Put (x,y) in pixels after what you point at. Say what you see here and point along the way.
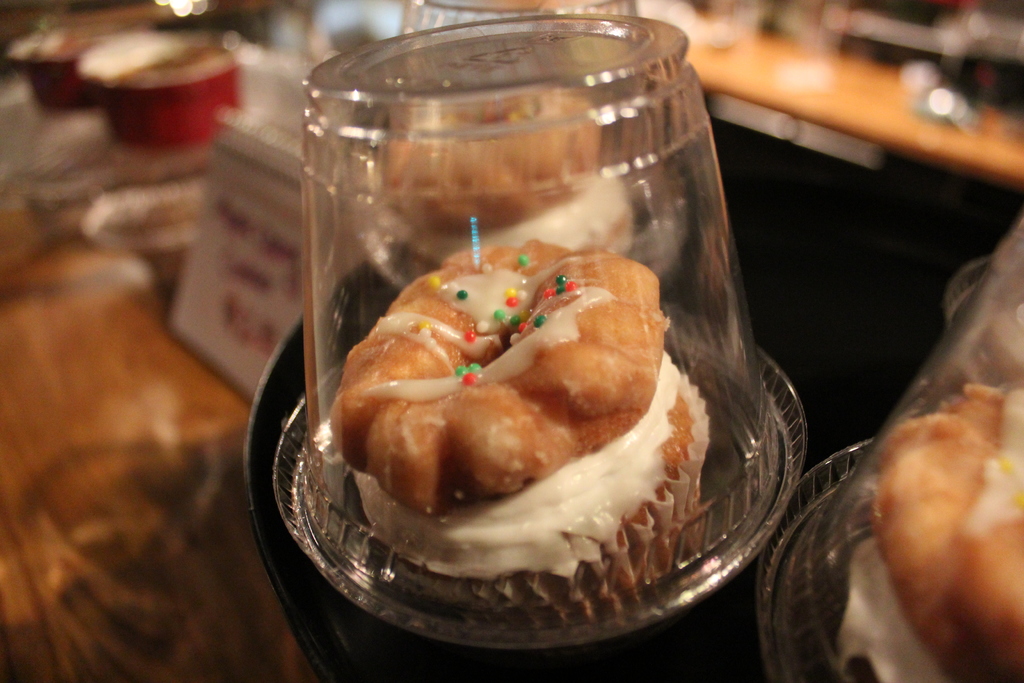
In this picture, we see the cupcakes (527,372) and glasses (484,99). At the bottom (103,528), we see a brown table (146,422) on which the bowls (179,125) are placed. In the background (767,109), we see a wooden table (830,115). This picture is blurred in the background (304,63).
